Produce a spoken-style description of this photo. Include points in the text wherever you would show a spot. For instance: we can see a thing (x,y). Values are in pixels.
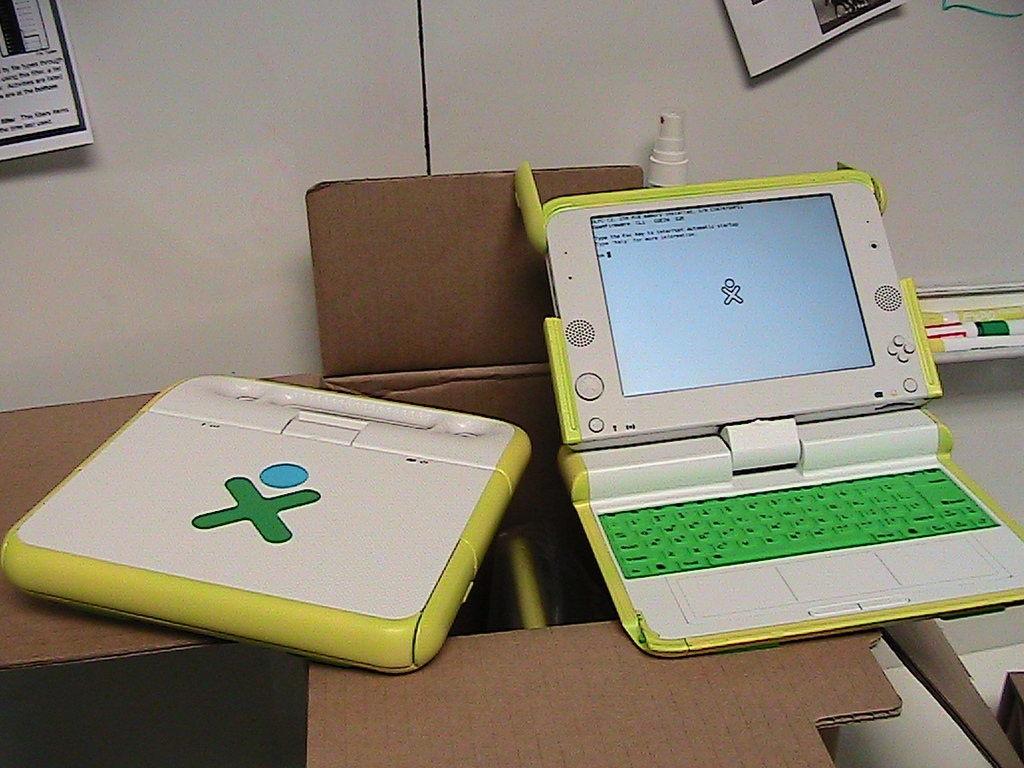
In this image we can see a cardboard box (622,698). On that there are laptops (625,459). In the back (308,94) there is a wall (347,64) with some items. Also we can see a bottle (668,151) in the back (656,143).
